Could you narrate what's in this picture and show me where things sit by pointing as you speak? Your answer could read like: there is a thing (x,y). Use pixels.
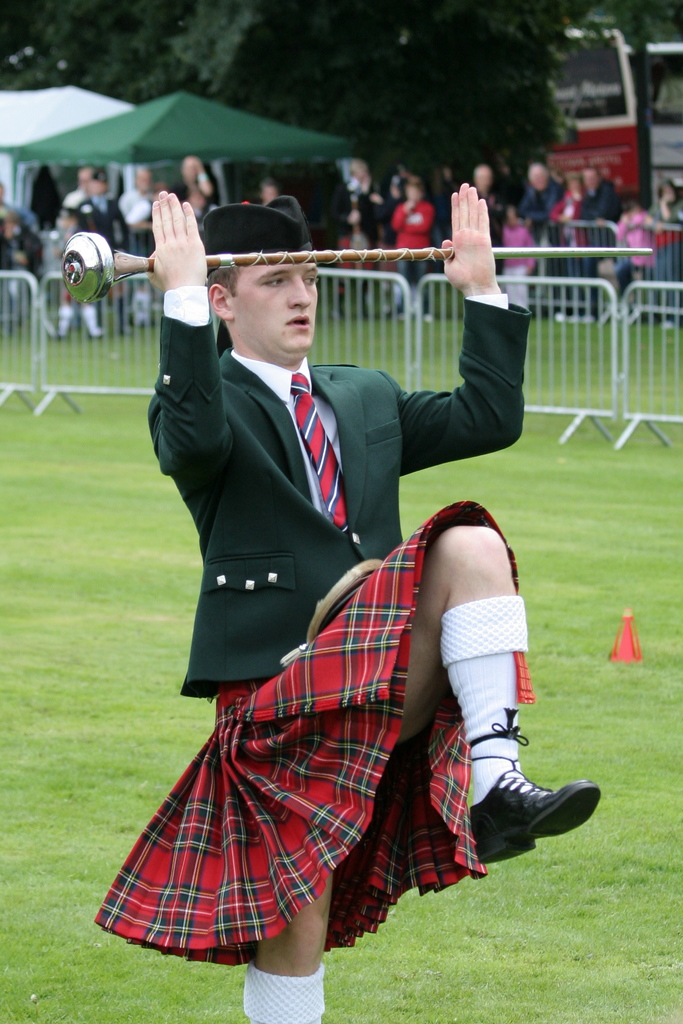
In the image we can see a person (345,492) standing on one leg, the person (329,568) is wearing clothes (263,561), cap (231,222), shoes (565,792) and holding a stick (238,257) in hand (486,257). Here we can see grass (118,633), fence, tent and trees (356,62). We can see there are even other people (102,222) standing, wearing clothes (574,233) and the background (366,31) is blurred.
